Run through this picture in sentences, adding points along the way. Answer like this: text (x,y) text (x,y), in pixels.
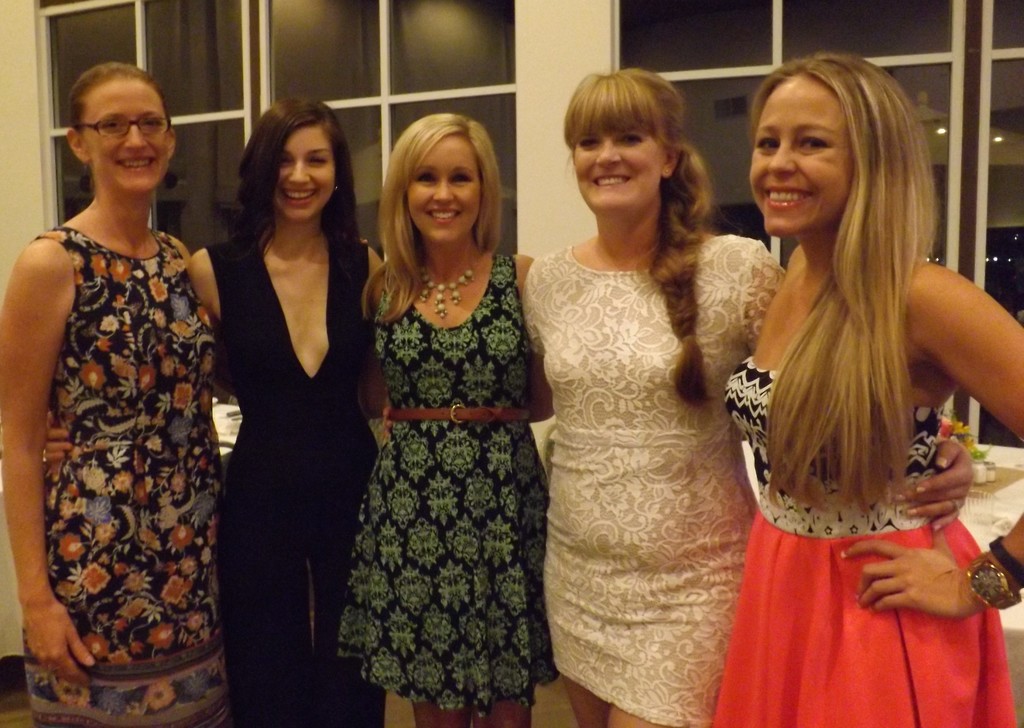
In this picture I can see a number of people (340,396) with a smile and standing on the surface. I can see glass windows (436,75) in the background (473,82).
